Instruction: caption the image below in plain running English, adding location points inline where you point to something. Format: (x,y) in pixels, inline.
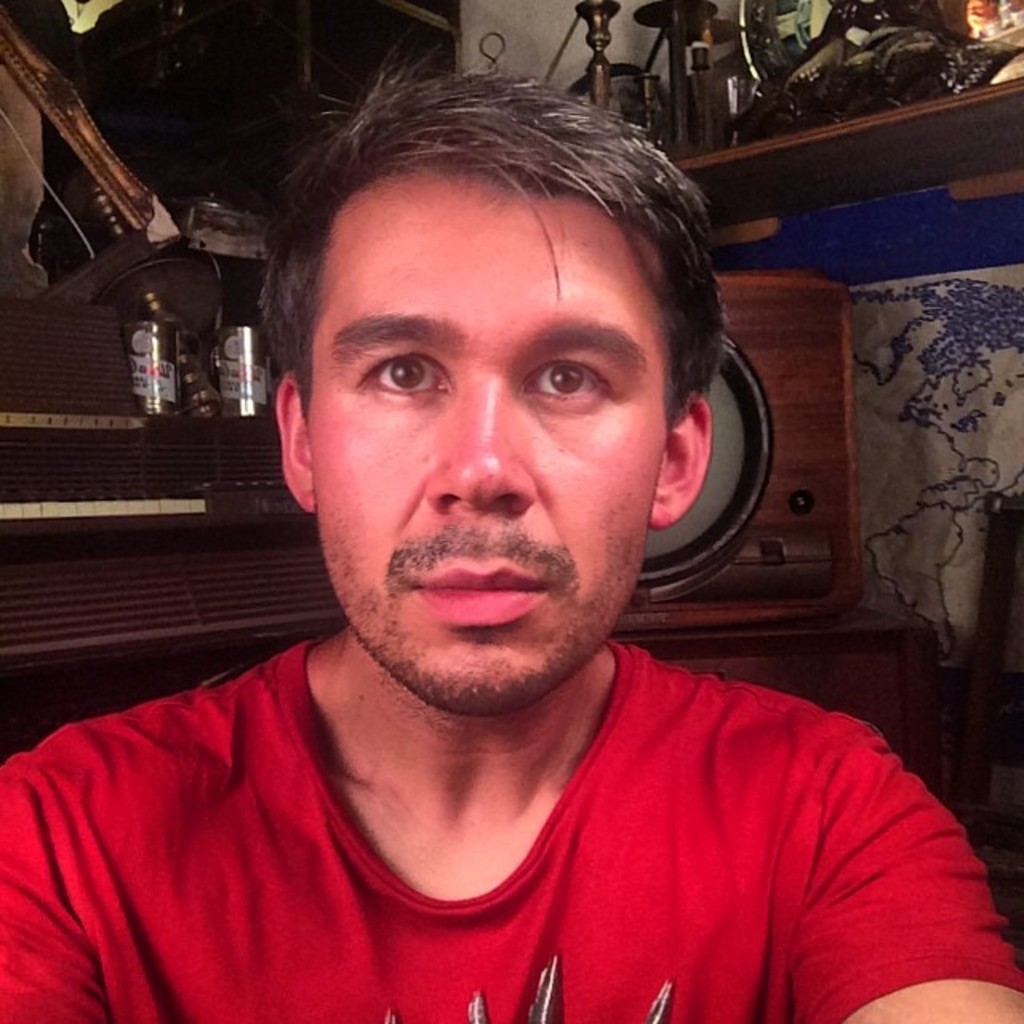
In this image I can see a man (364,912) wearing red color t-shirt (215,874) and looking at the picture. At the back of this man (294,676) I can see two tables (299,602) on which few metal objects (180,370) are placed. The wall (922,238) which is on the right side (971,295) is covered with a map (950,459).
